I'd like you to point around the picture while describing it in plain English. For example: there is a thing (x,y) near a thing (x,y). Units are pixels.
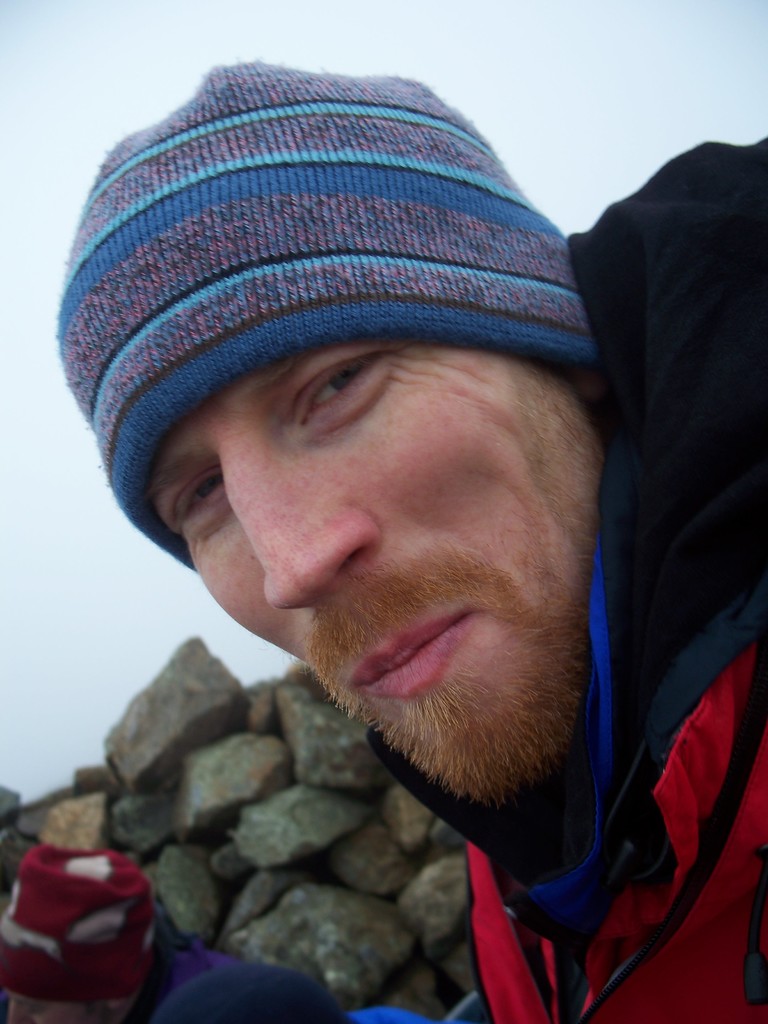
In this image, in the middle (492,589), we can see a man (555,666) wearing a blue color cap (312,194). On the left corner (74,919), we can see another person (45,924) wearing red color cap (90,930). In the background (185,799), we can see some stones (325,782) and a sky (90,603).
